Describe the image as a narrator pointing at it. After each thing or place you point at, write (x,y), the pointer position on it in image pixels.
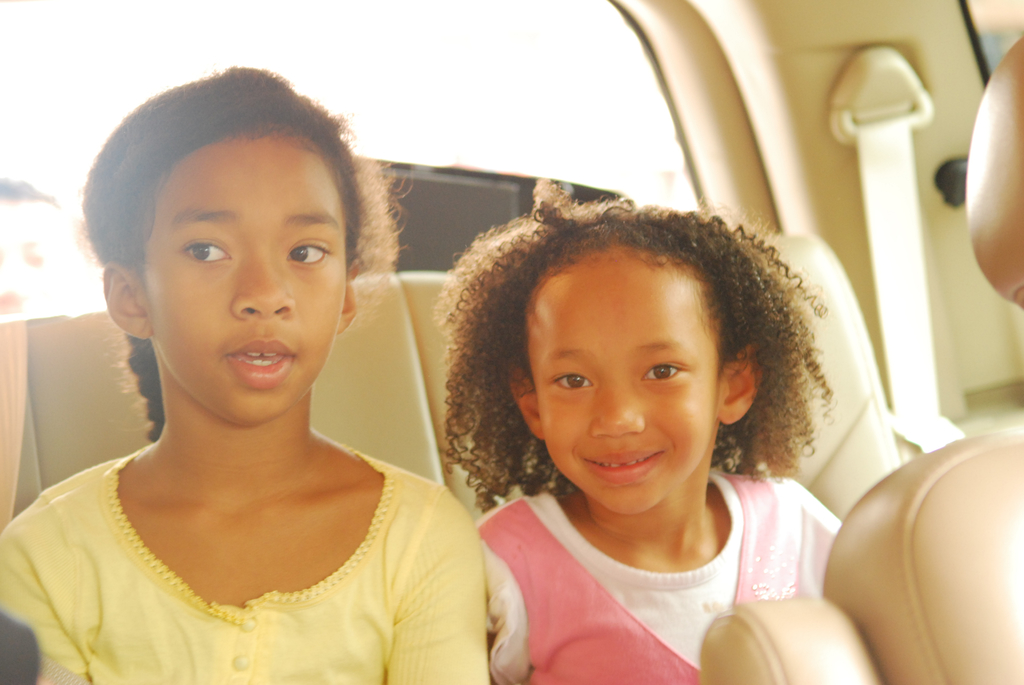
It is an inside view of a vehicle (975,577). Here we can see two kids (554,598) are sitting. On the right side of the image (722,585), we can see a kid (497,599) is watching and smiling. Here there are few seats (842,383), seat belt (883,244), glass object (995,17) and few things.
